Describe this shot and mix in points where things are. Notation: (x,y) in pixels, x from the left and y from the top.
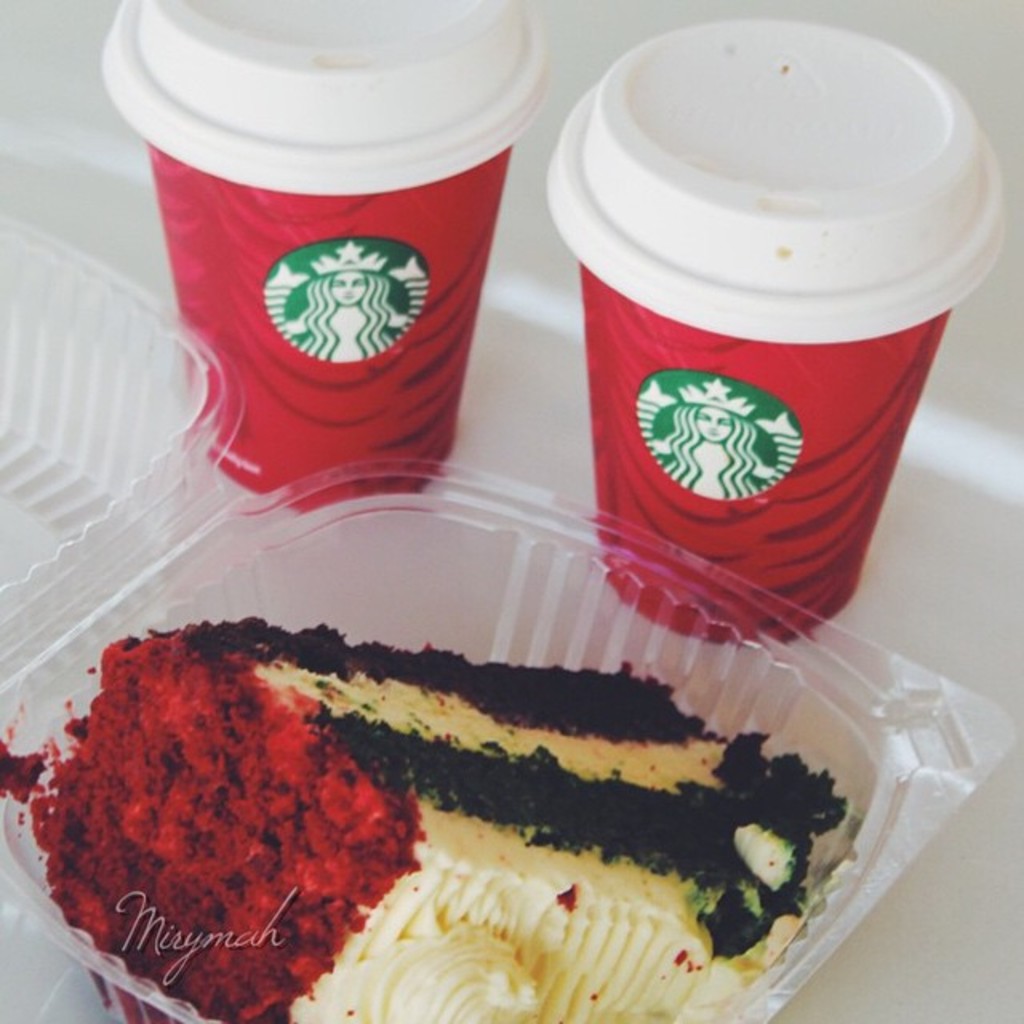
In this image I see the plastic box (54,440) on which there is food (307,814) which is of cream, black and red in color and I see 2 cups (800,352) over here which are of white and red in color and I see logos (370,287) on it and these 3 things (738,494) are on the white surface (592,64).
